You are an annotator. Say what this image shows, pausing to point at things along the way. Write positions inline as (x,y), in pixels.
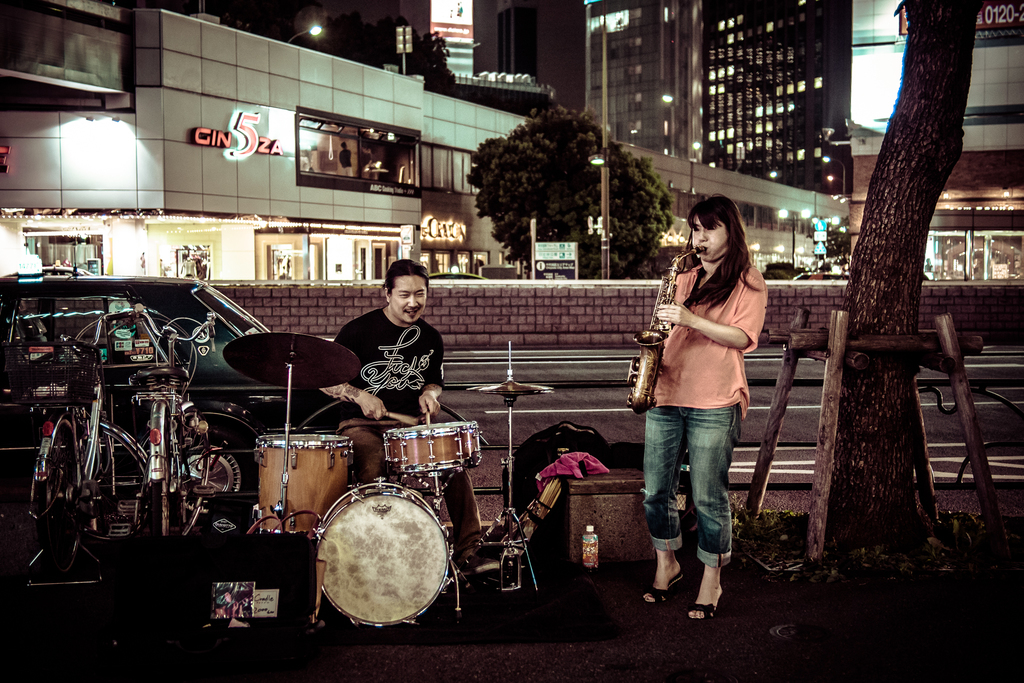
The women (694,350) in the right (690,384) is playing Saxophone (651,329) and the person (423,379) beside her is playing drums (390,463) and there are two cycles (79,434) beside him and there are buildings (644,88) and trees (622,157) behind them.
